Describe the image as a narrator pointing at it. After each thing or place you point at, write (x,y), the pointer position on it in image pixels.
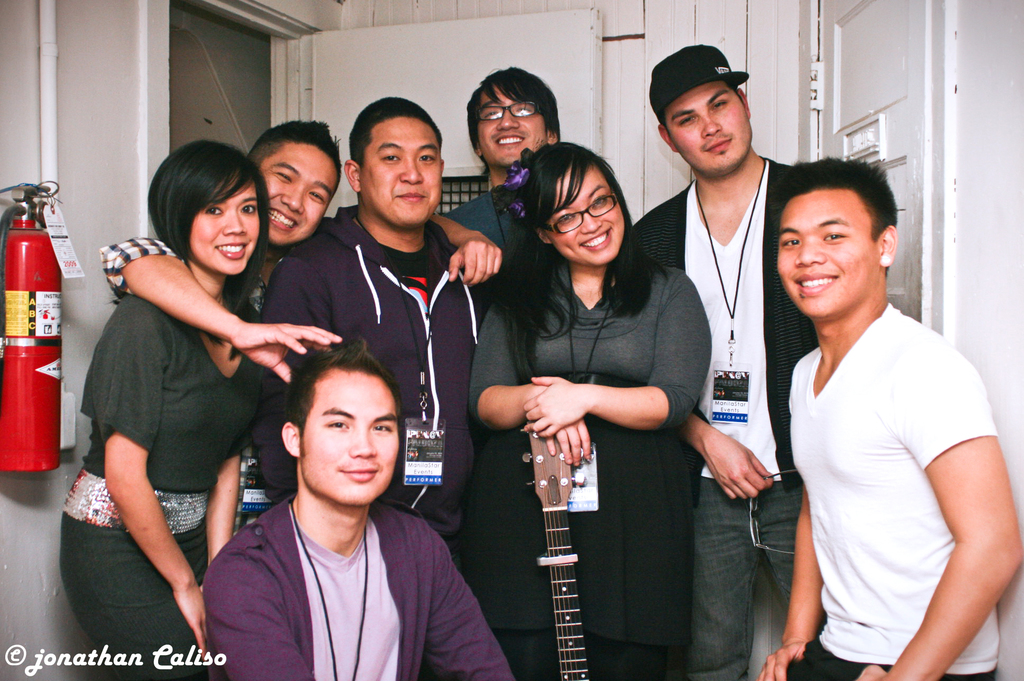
On the background (454,70) we can see door (342,80), wall (112,128) and a cylinder (20,297). Here we can see all the persons (779,265) standing and they all are carrying a beautiful smile (823,286) on their faces (616,225) and giving pose to a camera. This is a guitar (563,570). We can see one man (297,426) smiling in front of the picture.
